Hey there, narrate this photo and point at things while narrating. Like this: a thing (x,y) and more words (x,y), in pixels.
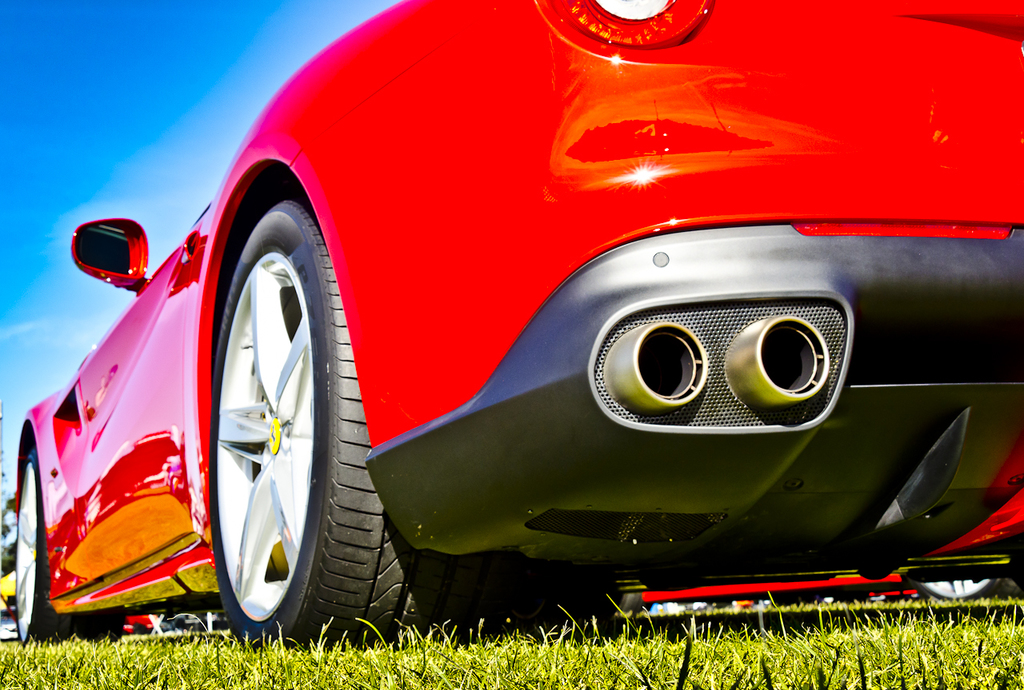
In this image we can see one red color car (342,505) on the ground (447,645), some grass (501,652) on the ground (427,669), some objects (15,614) on the surface (610,657) and at the top (147,114) there is the sky (69,280).
